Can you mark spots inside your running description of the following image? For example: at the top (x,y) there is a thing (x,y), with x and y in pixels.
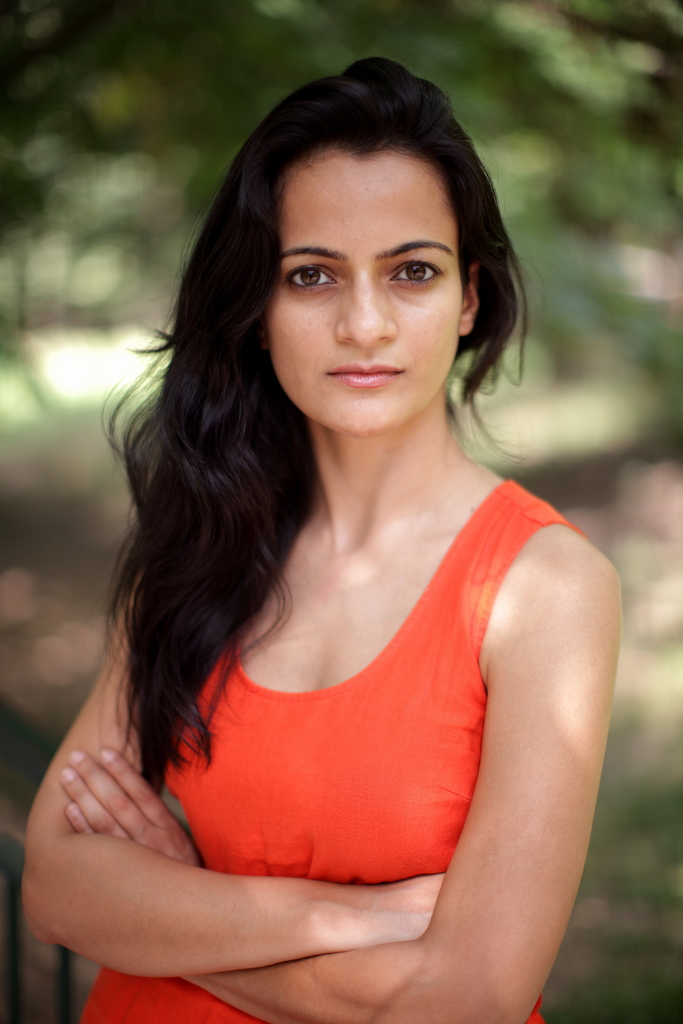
In this picture we can see a woman (270,699) in the orange tank top (294,791). Behind the woman (281,532) there is the blurred background (666,992).
